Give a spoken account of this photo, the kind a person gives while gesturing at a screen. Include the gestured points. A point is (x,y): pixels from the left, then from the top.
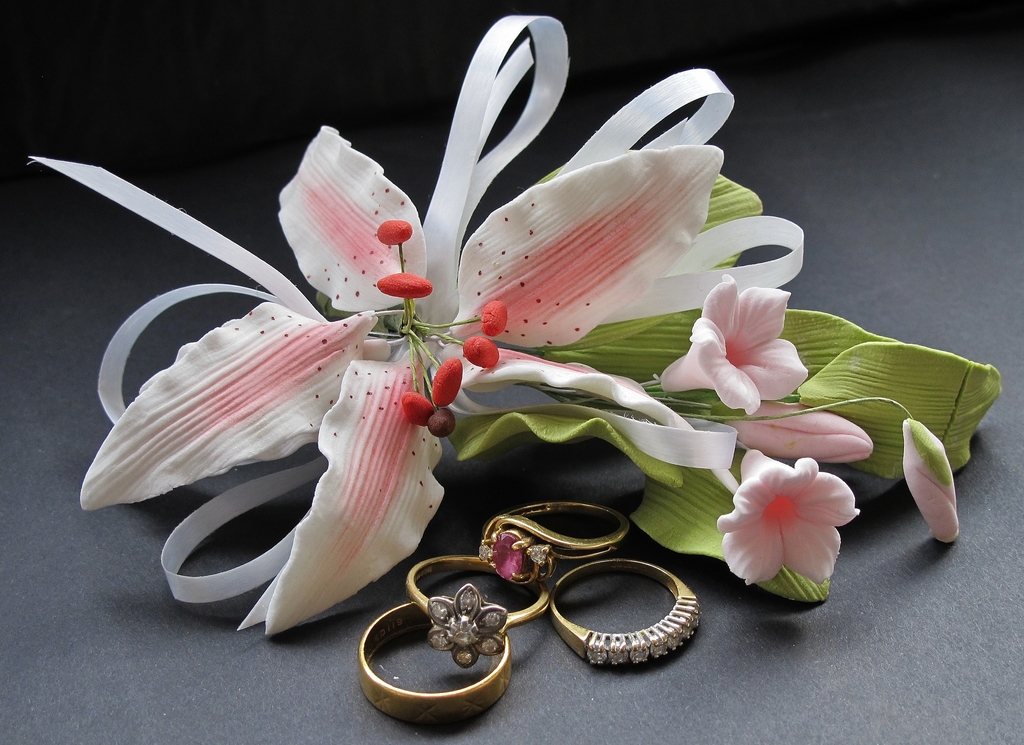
The picture consists of rings (403,616) and flowers (486,290) on a black surface (222,304).
